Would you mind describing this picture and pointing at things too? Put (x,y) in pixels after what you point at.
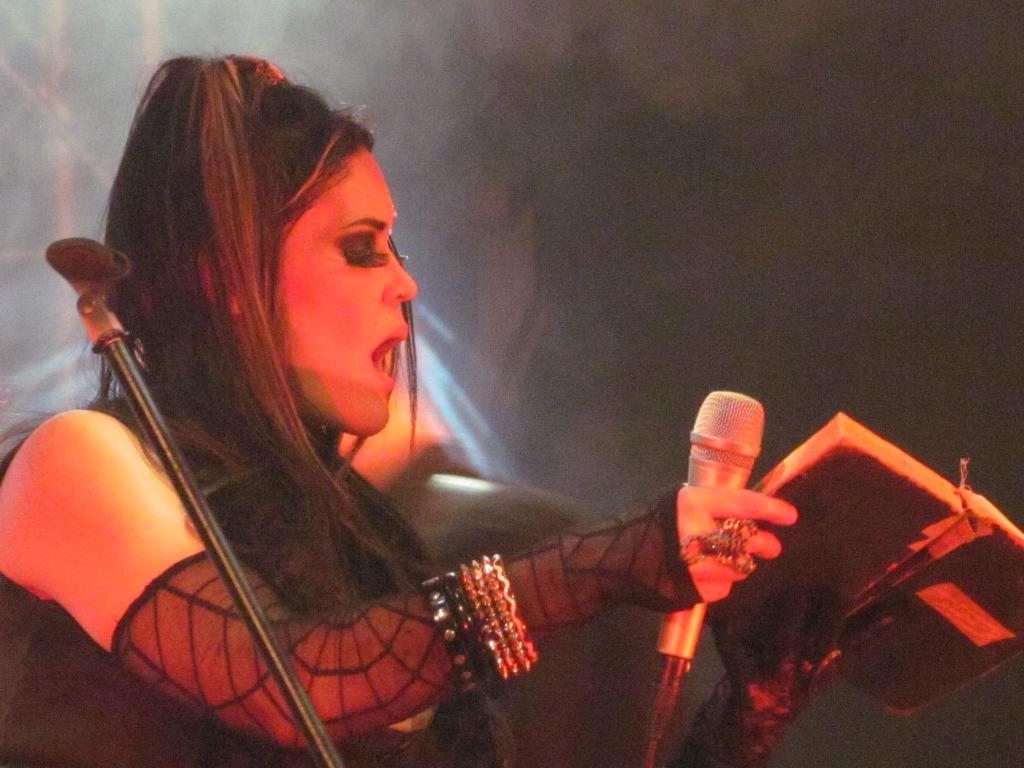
This picture shows a woman (182,698) by holding a book (925,652) and one hand (771,741) and a microphone (723,395) in other hand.
